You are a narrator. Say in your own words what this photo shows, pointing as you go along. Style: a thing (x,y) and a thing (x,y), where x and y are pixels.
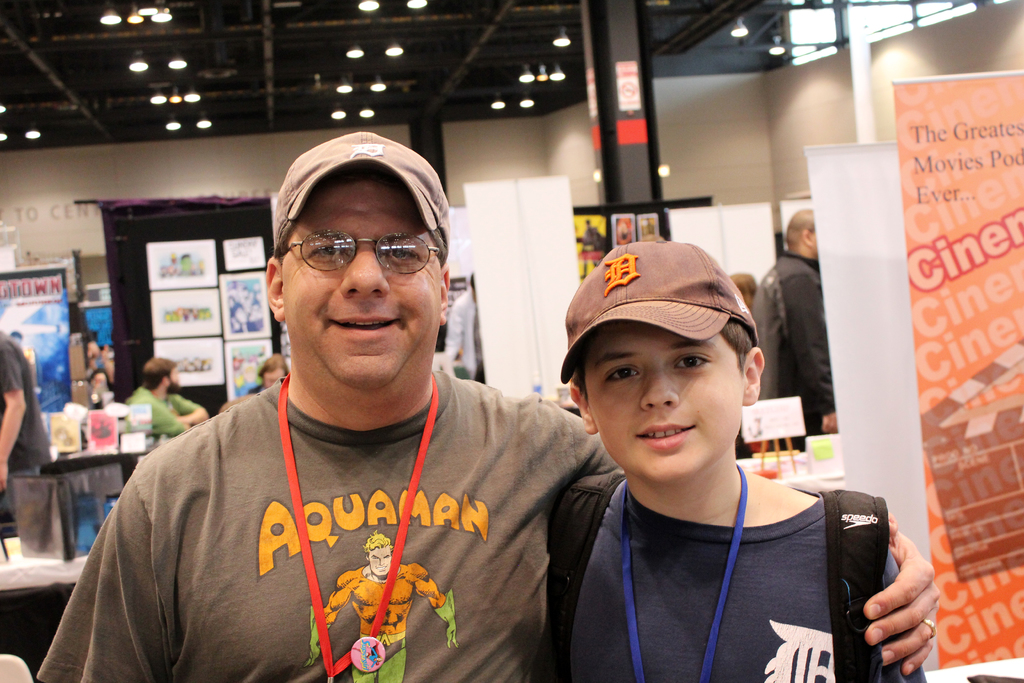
This image is taken indoors. In the background (832,114) there is a wall (679,141). There are many boards (176,302) and posters (197,325) with text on them. At the top of the image (199,76) there is a roof (398,40) and there are many lights (741,31). There is a pillar (632,110). On the right side of the image (960,641) there is a banner (949,281) with a text (982,232) on it. In the middle of the image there are many tables (54,577) with many things (785,456) on them. A few people (34,404) are standing and a few (194,404) are sitting. There is a man (348,347) and there is a boy (640,429).
